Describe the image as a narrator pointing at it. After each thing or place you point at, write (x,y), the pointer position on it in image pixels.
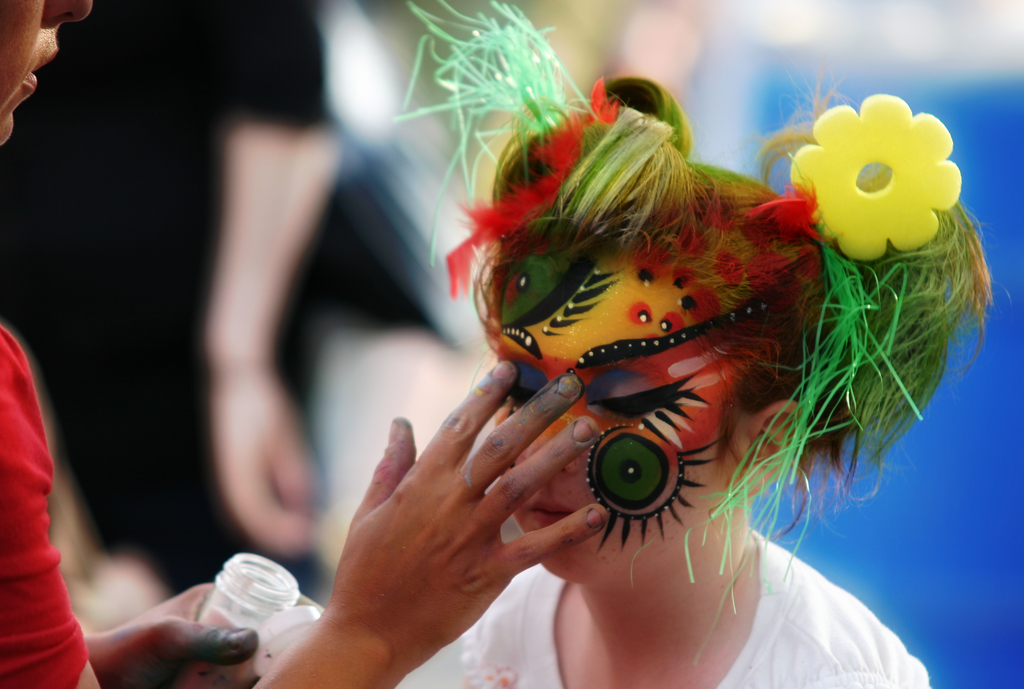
Background (161,7) portion of the picture is blurry and we can see a person (136,123). In this picture we can see a person (175,633) holding a bottle (233,601) and painting the face (653,369) of another person (614,328). We can see some objects (540,140) and hair (506,148) is dressed colorfully.
